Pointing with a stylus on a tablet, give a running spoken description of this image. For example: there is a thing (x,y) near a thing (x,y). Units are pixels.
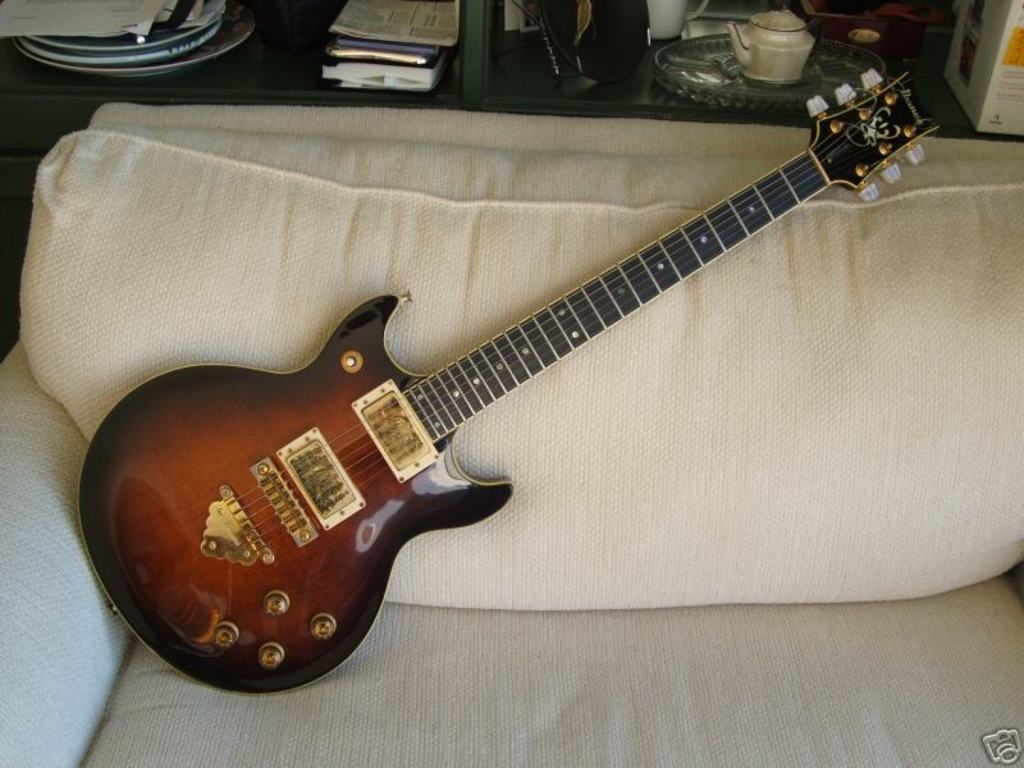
In this picture there is a guitar (886,154) which is placed on the sofa (373,273) and there is a glass plate (774,91) behind the sofa (459,128) and some books (349,71) in the shelf (395,95) behind the sofa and there are some plates (140,56) which are placed in the shelf (248,48) behind the sofa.
